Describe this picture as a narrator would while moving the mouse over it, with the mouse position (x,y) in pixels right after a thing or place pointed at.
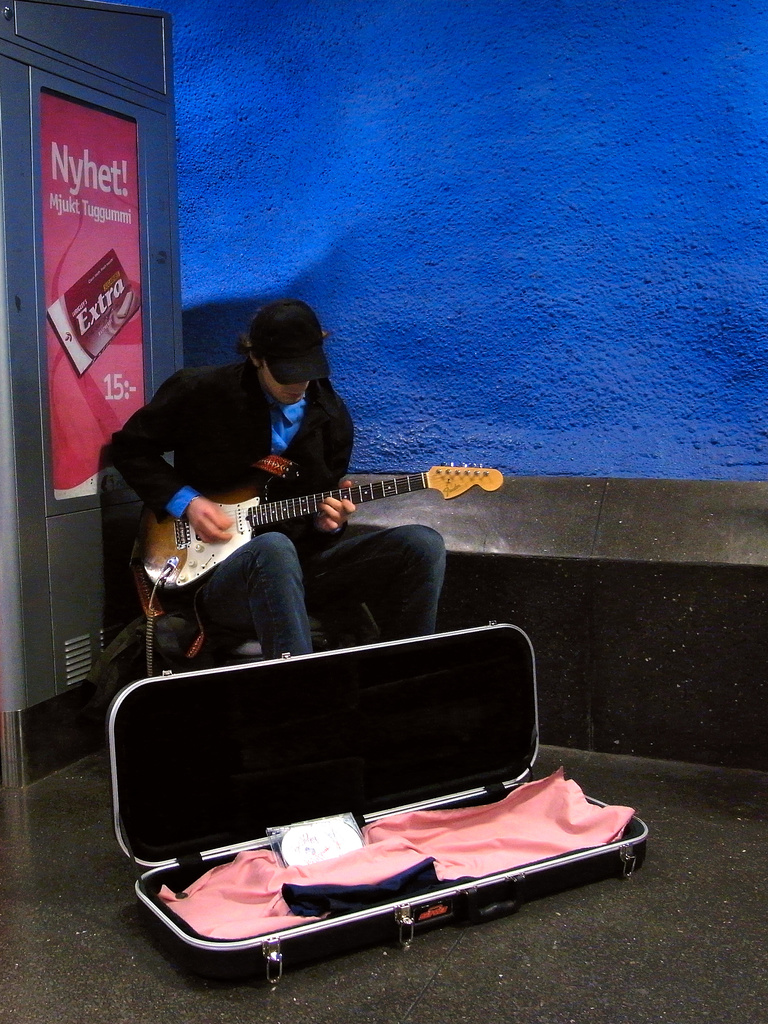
In this image I can see a man (239,596) who is sitting on a chair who is playing a guitar (219,496), wearing black suit (208,421) and hat (294,378) and in front of him we have a guitar box (382,810) on the ground (27,877). On the right side of the image (586,211) we have a blue color wall (520,231).
